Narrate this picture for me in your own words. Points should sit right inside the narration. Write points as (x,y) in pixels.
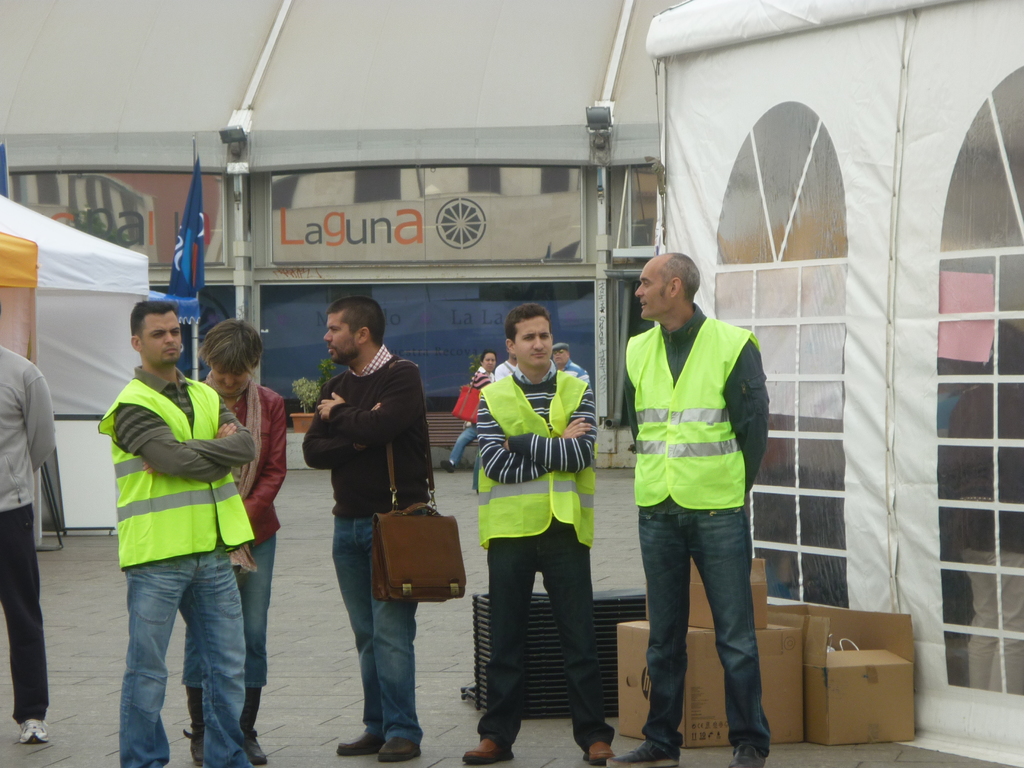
In the center of the image (671,479) we can see people (592,539) standing. The man (401,755) standing in the center (410,507) is wearing a bag (414,506). In the background (13,298) there are tents (12,270) and flags (202,261). At the bottom (763,650) there are boxes (826,685).
